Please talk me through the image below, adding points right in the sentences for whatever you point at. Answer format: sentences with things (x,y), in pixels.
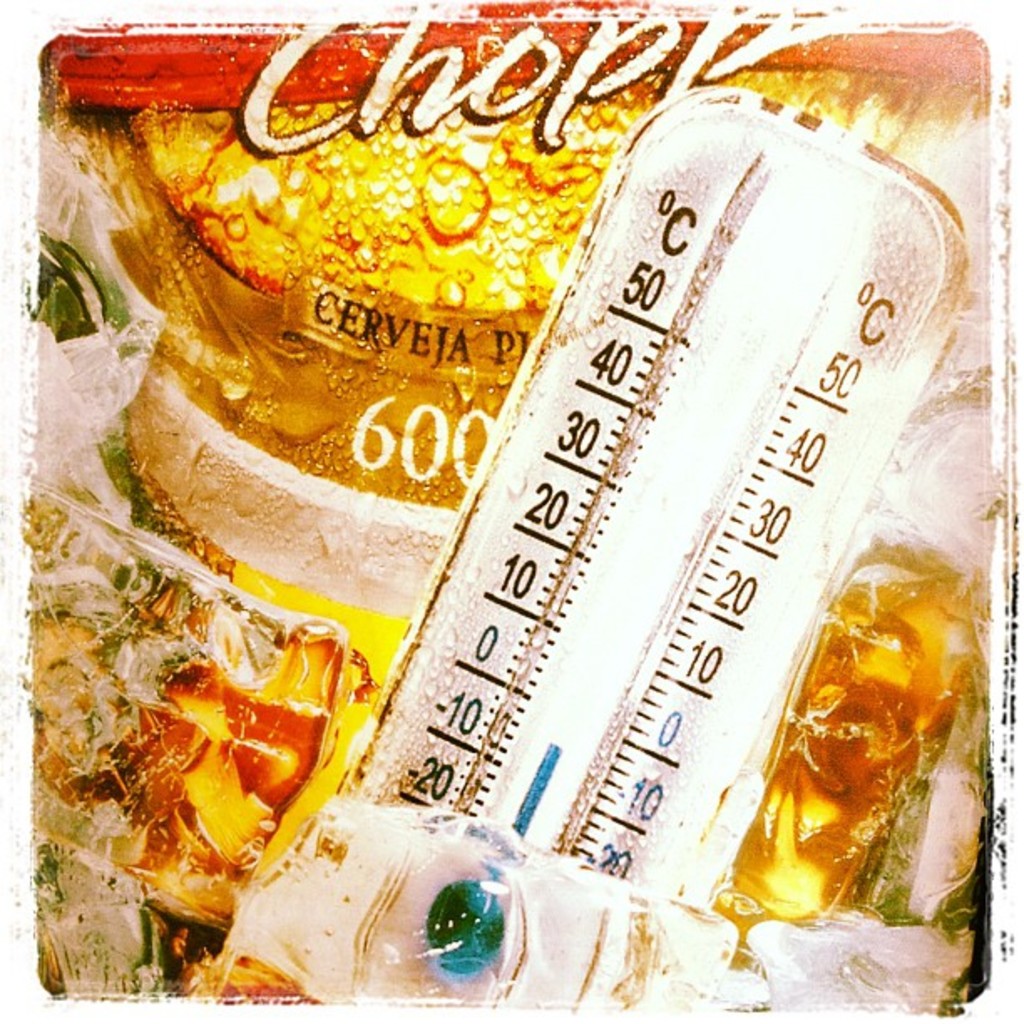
In this image there is a temperature meter (588,534) which is in the front (610,616) and behind the temperature meter (599,558) there is a paper cover (313,445) with some text (459,333) written on it.
